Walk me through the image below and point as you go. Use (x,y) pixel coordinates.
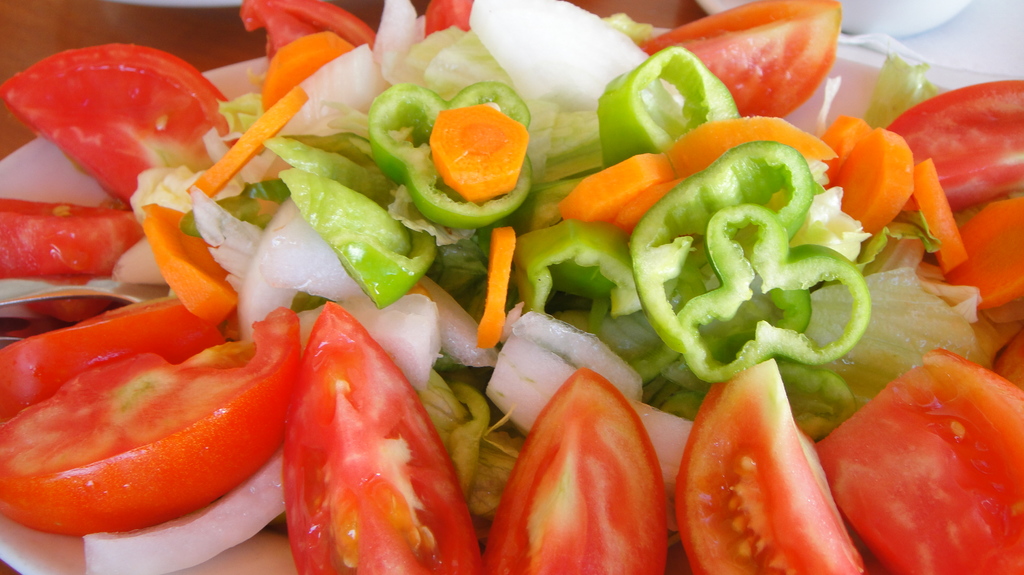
In this picture there is salad (531,140) in the center of the image (658,305), which contains tomatoes (568,432), capsicum (681,251), and other vegetables (264,169).
